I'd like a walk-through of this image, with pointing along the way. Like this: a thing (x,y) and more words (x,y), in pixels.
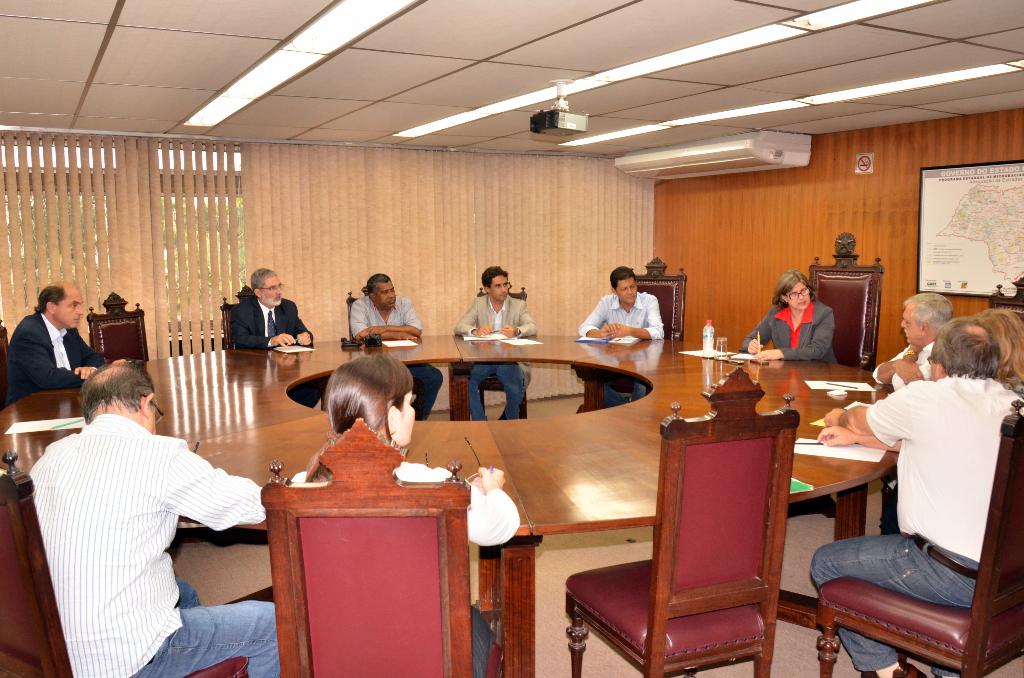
A group of people (91,415) are sitting around the table (149,365). There is a light (338,43) at the top (333,28) and a man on the right side (933,457).
